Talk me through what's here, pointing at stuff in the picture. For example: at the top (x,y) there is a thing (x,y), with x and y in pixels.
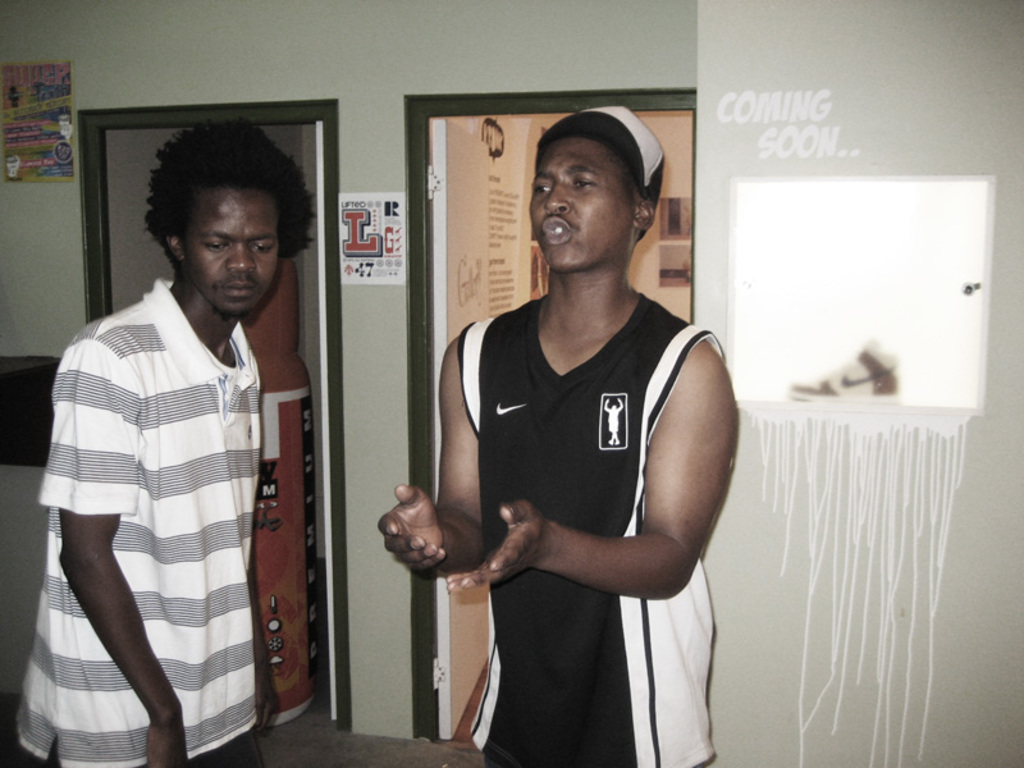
In this image I can see two persons (485,414) standing, the person (540,436) at right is wearing black and white color shirt (551,473), the person (171,549) at left (171,549) is wearing white and gray color shirt (126,550). In the background (376,376) I can see few papers (22,97) attached to the wall (316,59) and the wall (316,59) is in ash color.
